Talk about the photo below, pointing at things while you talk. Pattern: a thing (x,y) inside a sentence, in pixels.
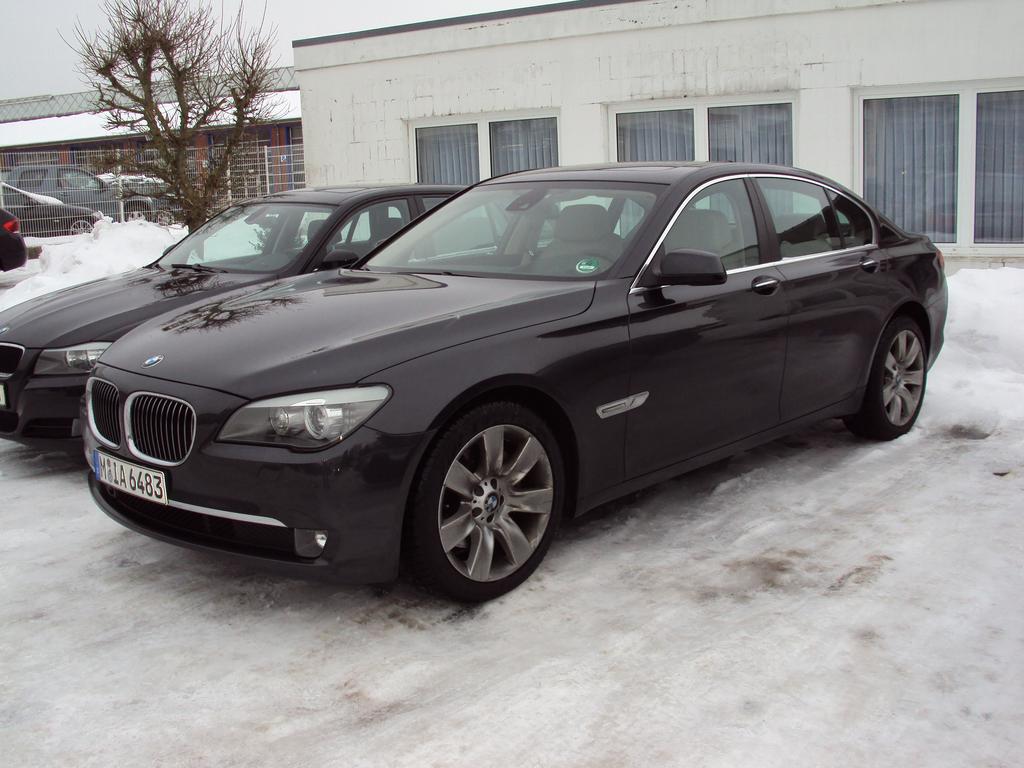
In the image there are two cars (300,351) in the foreground (401,333), around the cars (523,252) there are two houses (326,89), a tree (193,131). Behind the tree (260,117) there is a mesh (120,198) and behind the mesh (81,192) there are cars (71,184) and the land (88,254) is mostly covered with ice (141,264).
